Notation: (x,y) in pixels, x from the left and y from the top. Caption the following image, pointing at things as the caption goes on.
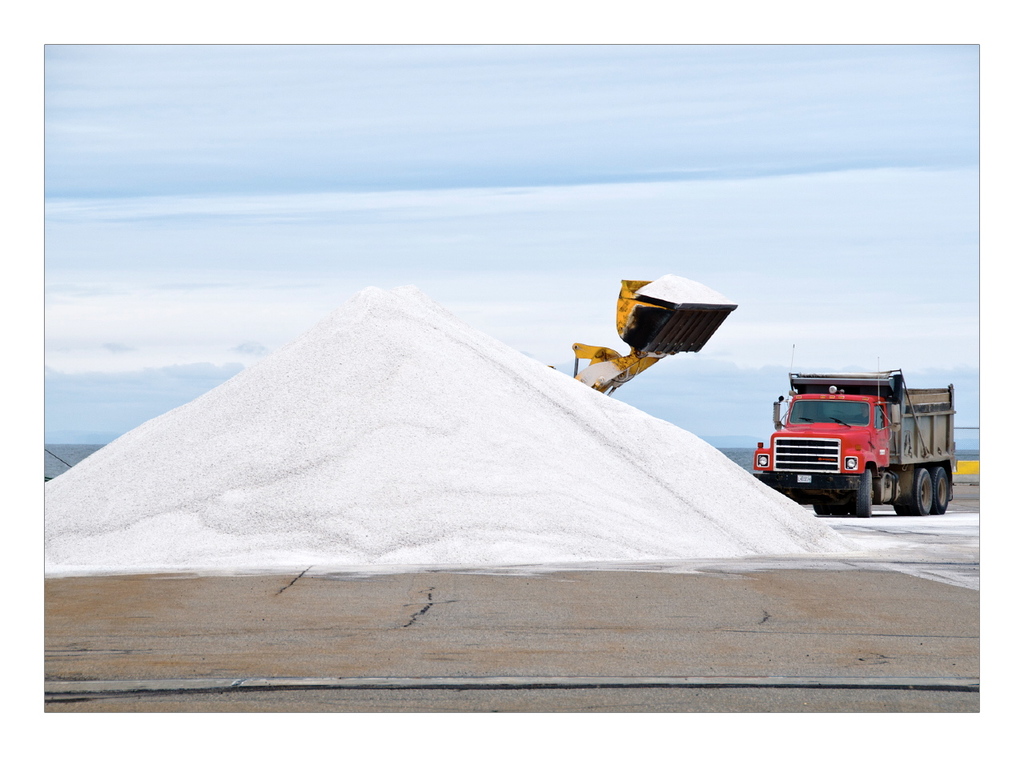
In this image we can see a material (670,532) which is in white color. Right side of the image (809,473) one lorry (861,465) is there and one vehicle (628,376) is present. The sky (490,221) is in blue color with some clouds (196,328).
